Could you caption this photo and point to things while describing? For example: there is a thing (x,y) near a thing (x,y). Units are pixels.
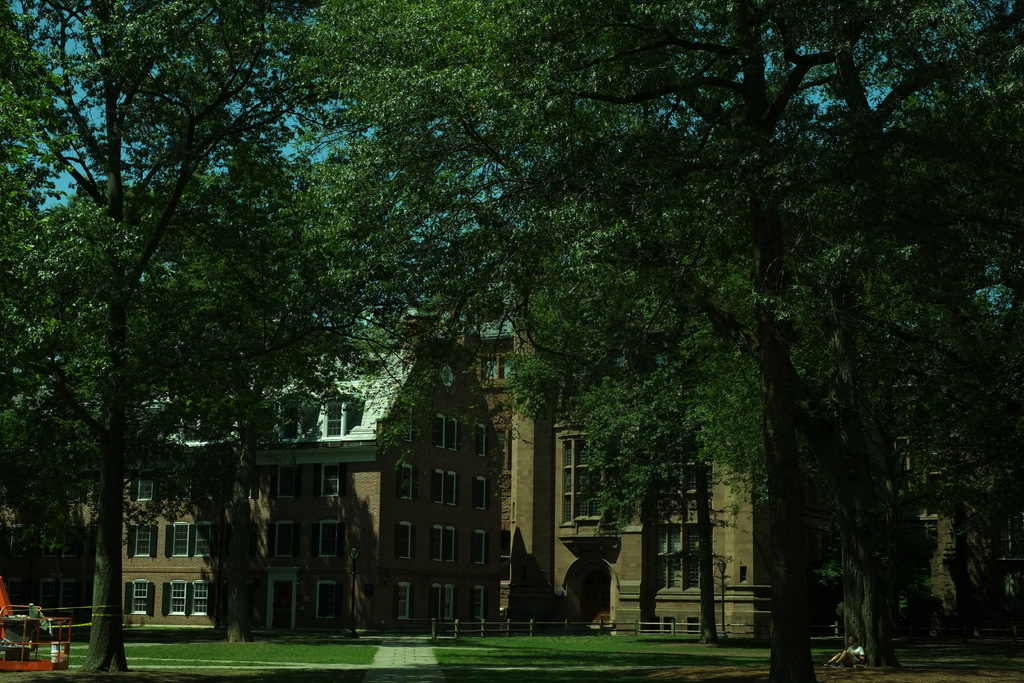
There are trees (710,578) at the bottom of this image (787,666) and there is a building (464,500) in the background (504,505). We can see a person (857,657) sitting on a grassy land (869,679) is in the bottom right corner of this image (911,644).
